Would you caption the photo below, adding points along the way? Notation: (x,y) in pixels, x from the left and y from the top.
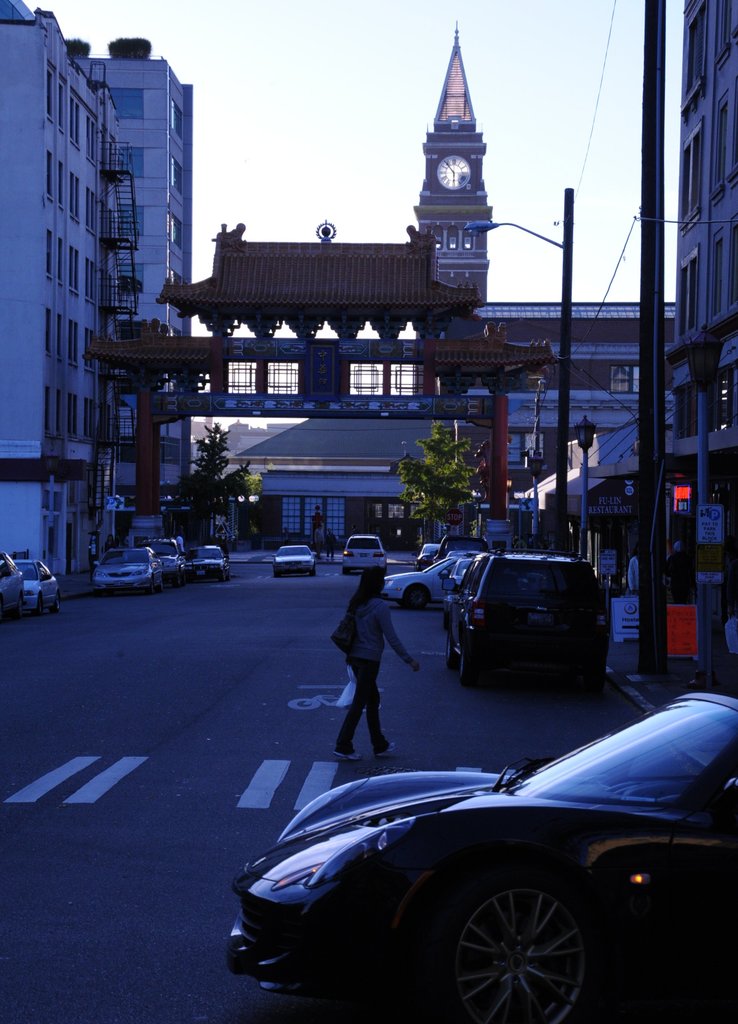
In this image on a road (84,631) there are few vehicles (479,832). Here a person (362,699) is walking. In the background (713,444) there are buildings (24,353), trees (432,496), electric poles (535,398), street lights (584,465). This is a clock tower (455,146).
